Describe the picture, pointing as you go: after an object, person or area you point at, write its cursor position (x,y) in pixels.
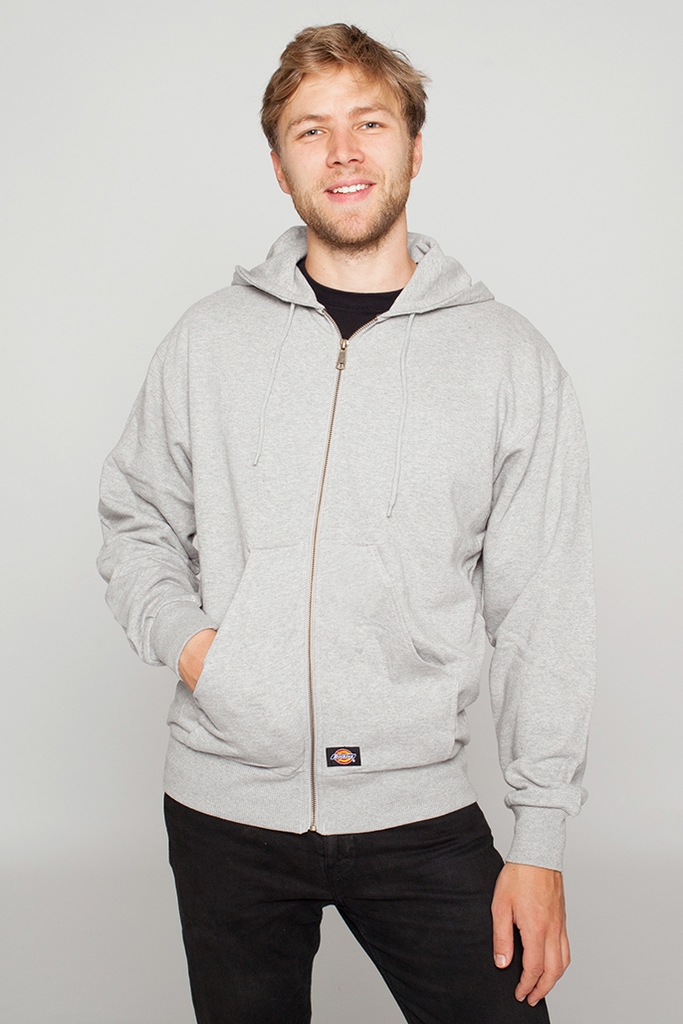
In the center of the image (311,551) we can see a man (406,737) standing and smiling. In the background (505,73) there is a wall (72,376).
